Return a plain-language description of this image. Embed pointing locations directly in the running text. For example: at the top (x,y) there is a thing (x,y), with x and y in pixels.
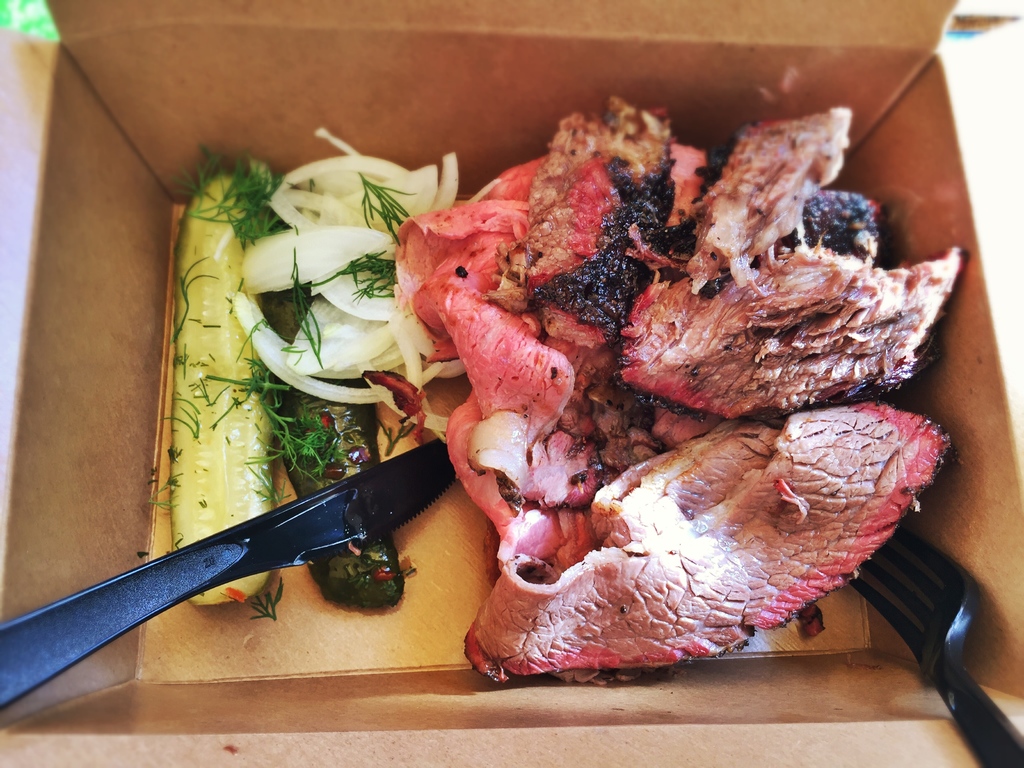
The image contains a box (953,372), inside a box (941,338) we can see some vegetables (251,428), meat (646,447), knife (289,525) and a fork (953,586).
